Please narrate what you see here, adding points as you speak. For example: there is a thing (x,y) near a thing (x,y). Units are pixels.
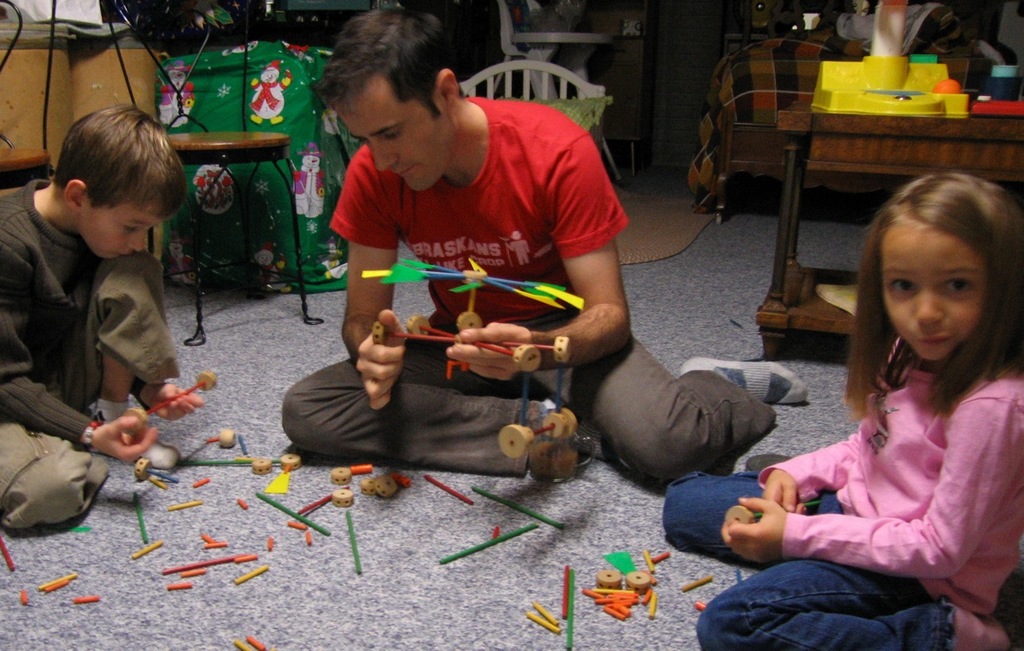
There is a man (525,246) and two children (821,486) are sitting on floor (463,573). They are playing with toys (295,525). In the back (180,152) there are chairs (208,145), table (838,152). On the table (838,132) there are some items (870,104). Also there are many other things (626,28) in the background (723,21).
